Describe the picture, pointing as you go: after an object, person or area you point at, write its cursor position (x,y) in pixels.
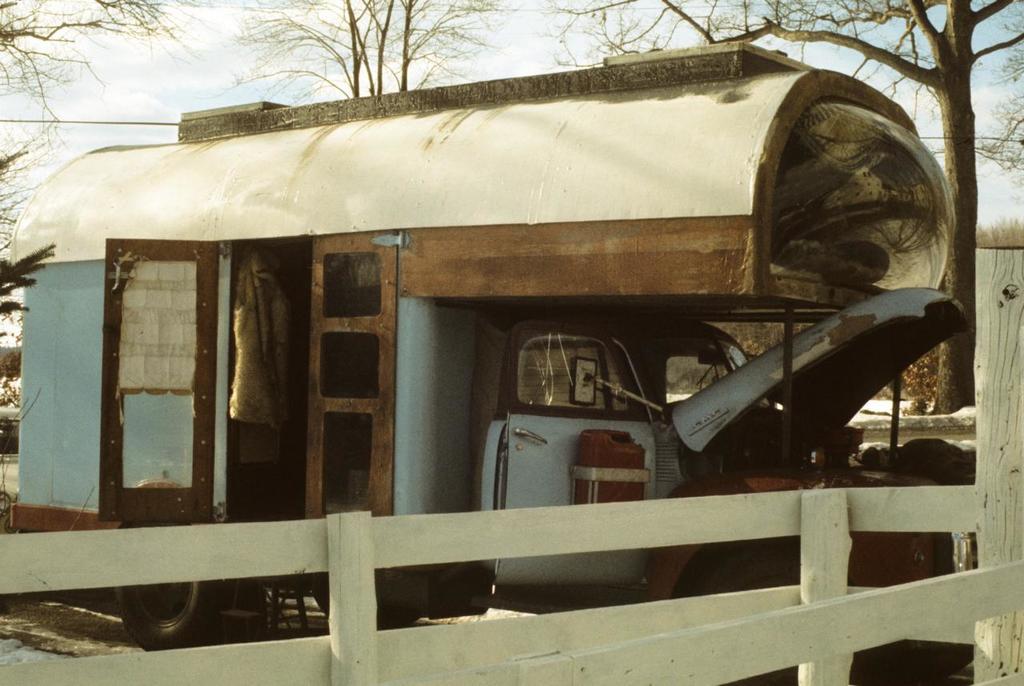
In this picture we can see a vehicle (85,522) on the ground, doors (327,443), trees (740,36) and in the background (316,59) we can see the sky (504,59) with clouds (348,89).
